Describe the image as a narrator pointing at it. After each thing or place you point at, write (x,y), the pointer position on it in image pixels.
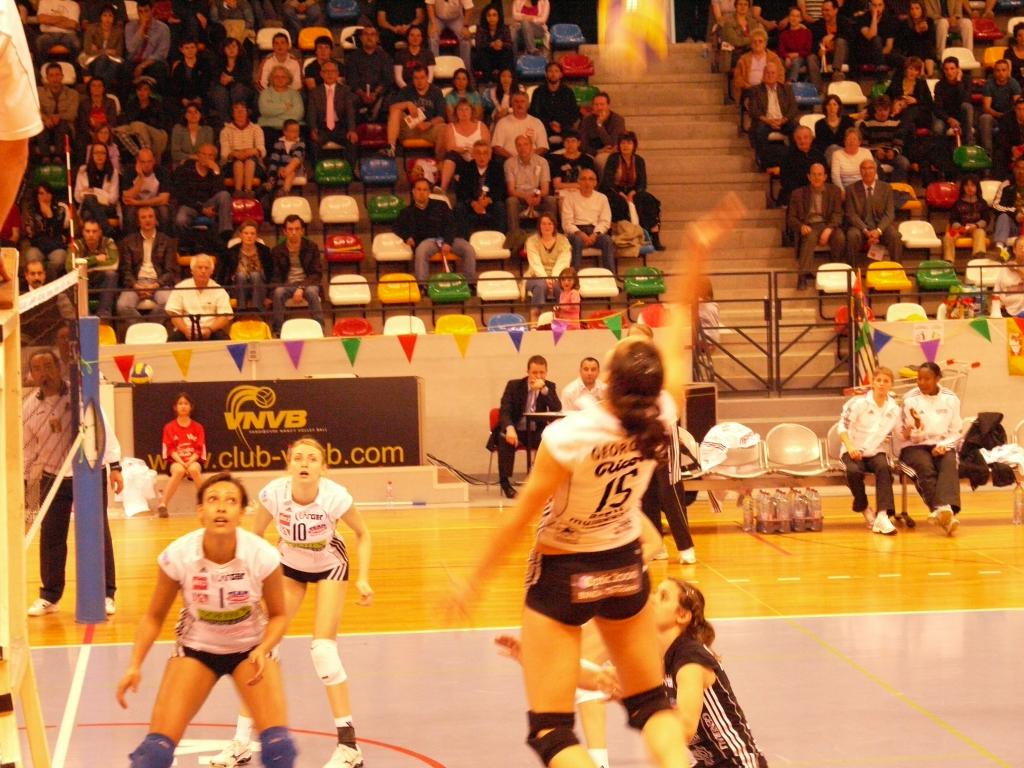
In the image we can see these people (272,588) are wearing clothes (215,620) and they are playing volleyball, this is a volleyball (601,34), net (65,350) and volleyball antenna (67,150), these are the white lines (68,733) and a court (829,507). We can even see there are people (543,110) sitting and watching the match, these are the water bottles (773,522), these are the decorating papers (410,345), stairs (665,152) and a poster (373,383).
